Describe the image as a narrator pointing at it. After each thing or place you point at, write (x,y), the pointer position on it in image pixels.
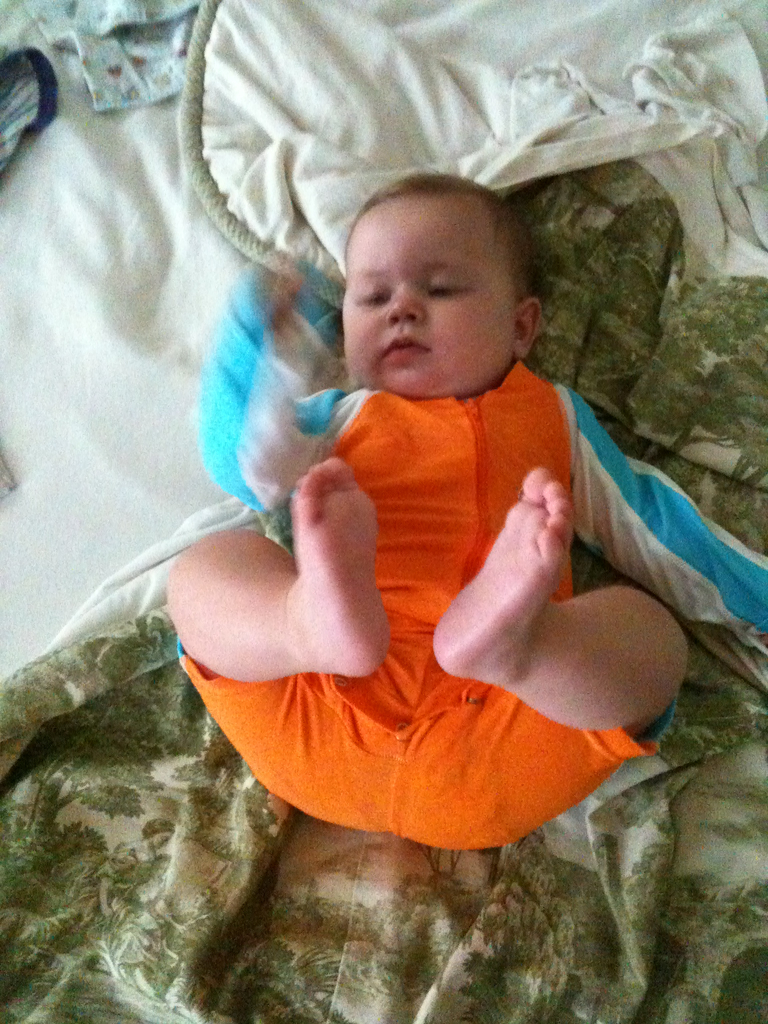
In this picture we can see a baby (260,314) and clothes (377,79).
